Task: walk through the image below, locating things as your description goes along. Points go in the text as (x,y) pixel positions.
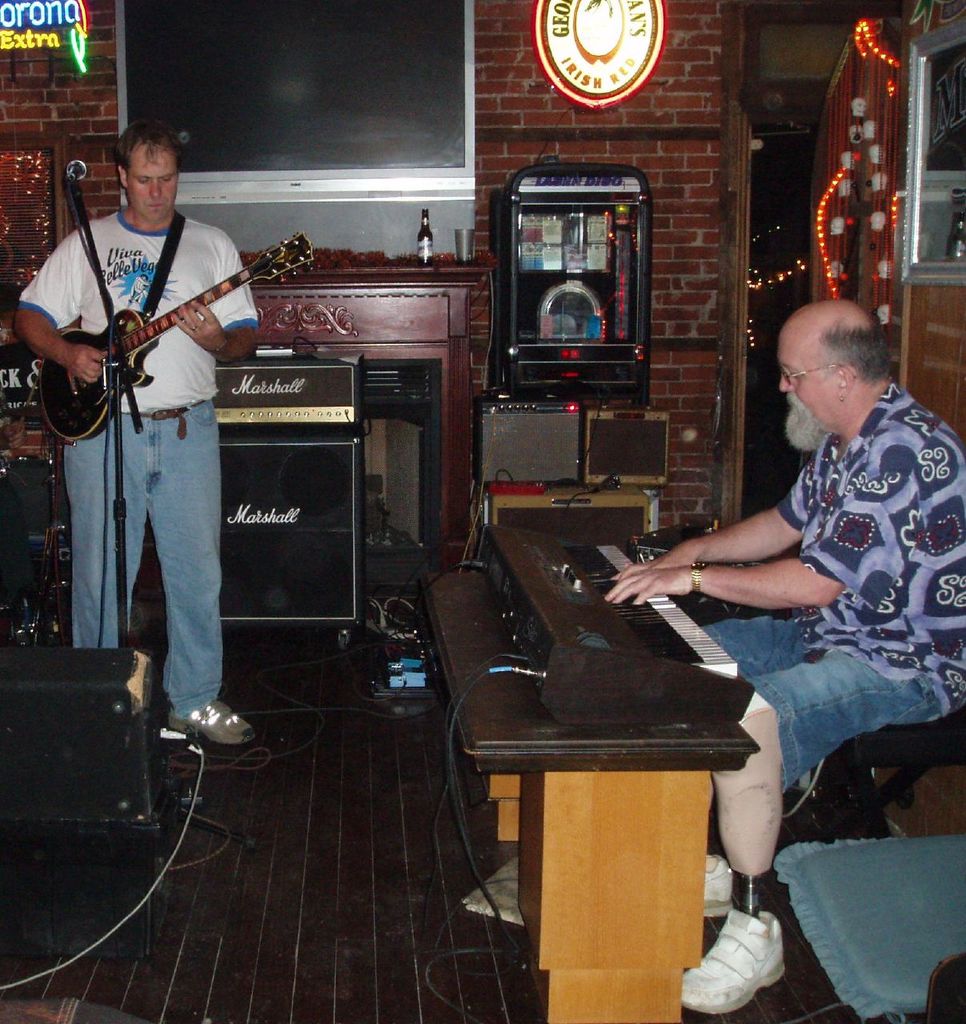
On the left (185,345) we can see one man (189,407) standing and holding guitar (141,367), in front of him we can see microphone (72,182). On the right (878,542) there is a man (807,671) sitting and playing keyboard (580,611). In the background (614,245) there is a wall (689,190), machine (625,222), table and few objects (847,235).
